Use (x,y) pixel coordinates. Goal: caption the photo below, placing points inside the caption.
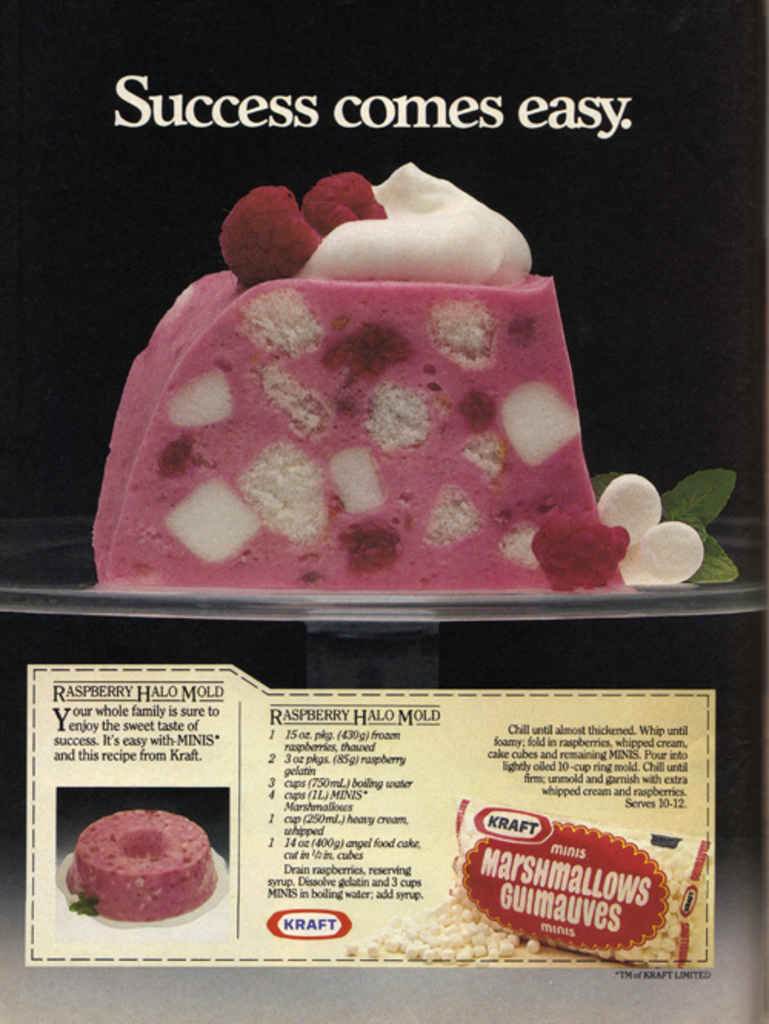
In this image I can see a pink and white colour pastry (372,393). I can also see few red colour things (306,233) on it. Here I can see a cream colour board (321,779) and on it I can see something is written. I can also see black colour in background (632,294).
